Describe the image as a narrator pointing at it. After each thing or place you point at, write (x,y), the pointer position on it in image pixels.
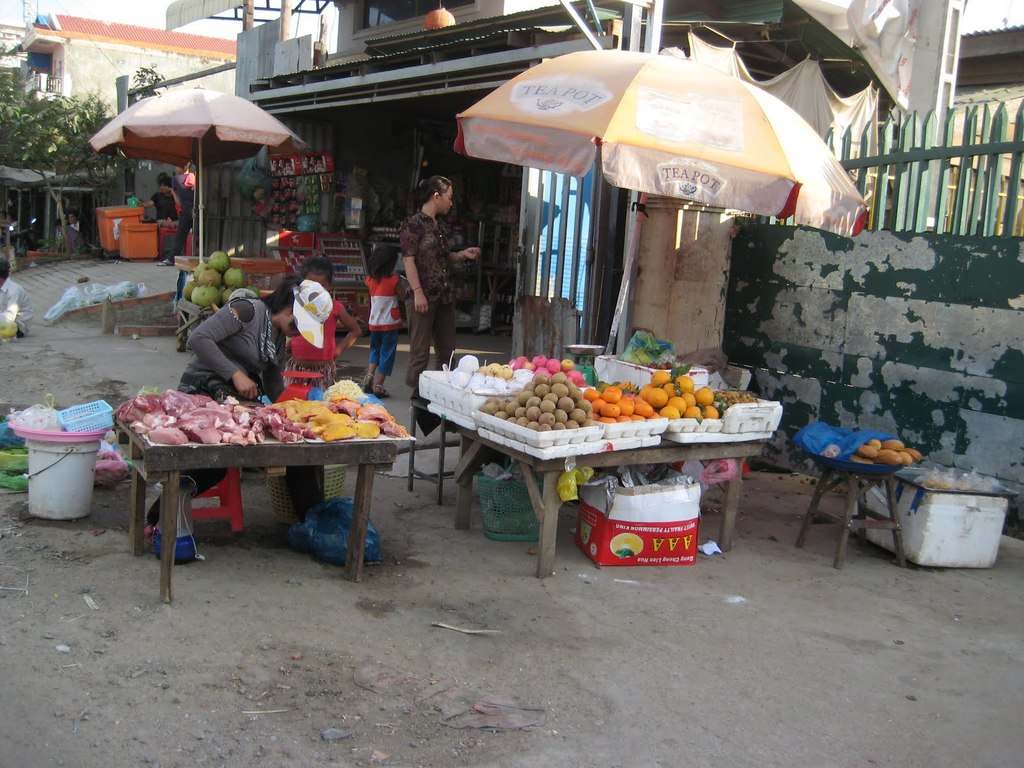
On the left (220,407) a woman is sitting on a stool (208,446) and selling the things (246,420). In the right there is an umbrella (637,179) and fruits (683,376).
